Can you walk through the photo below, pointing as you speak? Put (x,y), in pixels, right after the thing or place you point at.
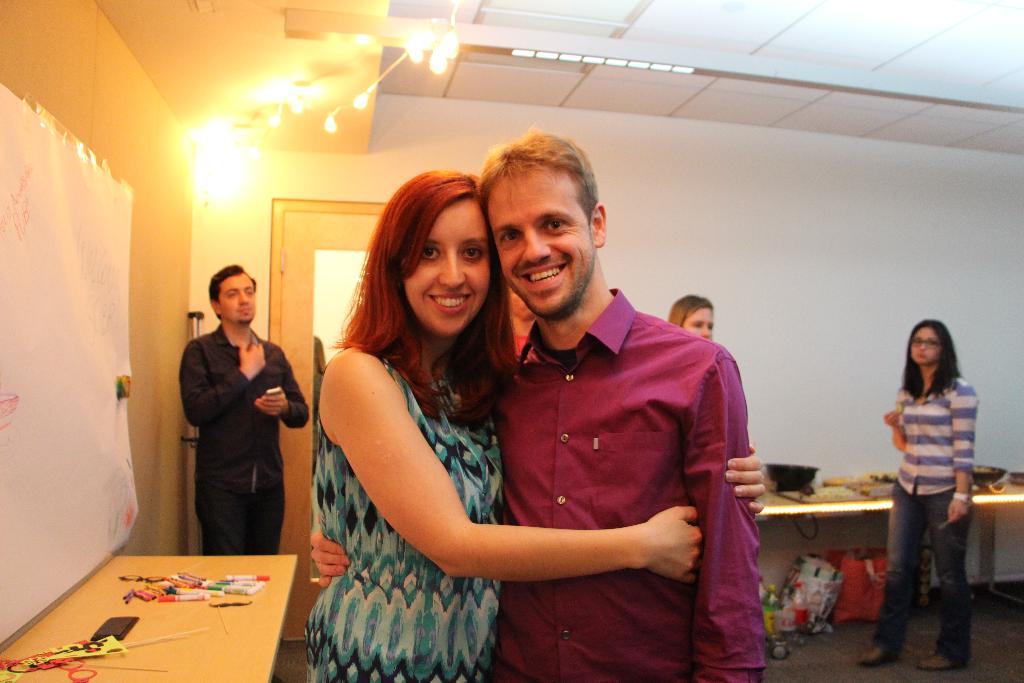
Here in this picture, in the front (580,417) we can see a man (568,436) and a woman (443,502) standing over a place, as they are hugging and both of them are smiling and behind them also we can see number of people (199,335) standing on the floor (917,630) and we can see tables (270,608) present on the floor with some papers (95,648) and things (61,650) present on it and on the left side (63,341) we can see a white colored chart (54,350) on the wall (140,466) and we can see lights (389,72) present on the roof (269,90) and we can also see a door (327,277) present.
